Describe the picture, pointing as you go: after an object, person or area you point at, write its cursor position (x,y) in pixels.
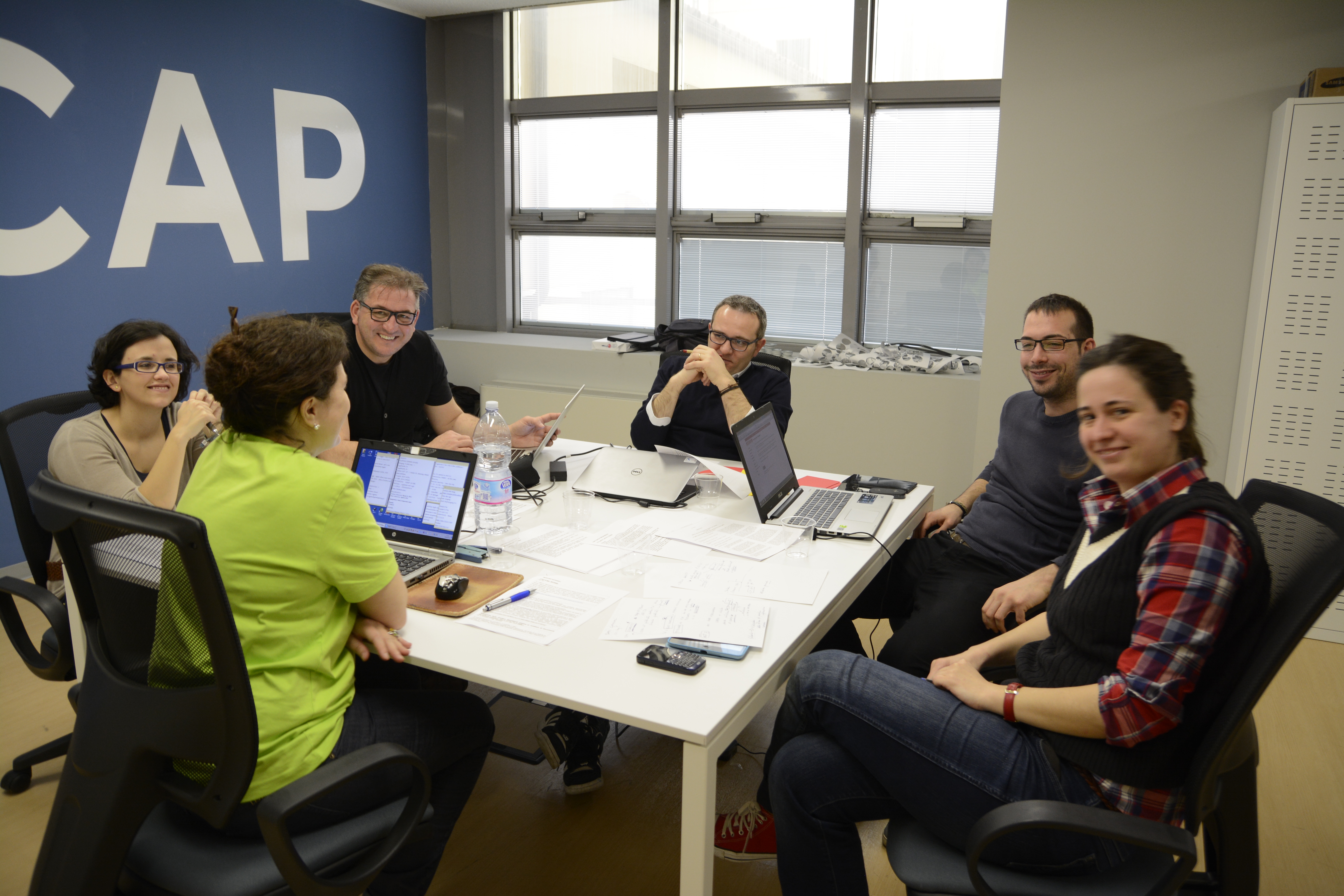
A group of people (343,363) around a table (723,723) discussing. They are looking at a woman (399,660). she wears a green T shirt (333,478) with a laptop (404,512) in front of her. There is a window (548,294) at a wall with nine segments (943,299). There is a water bottle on the table (585,659) and there is wall (54,303) labeled cap to the left of image (28,309).
